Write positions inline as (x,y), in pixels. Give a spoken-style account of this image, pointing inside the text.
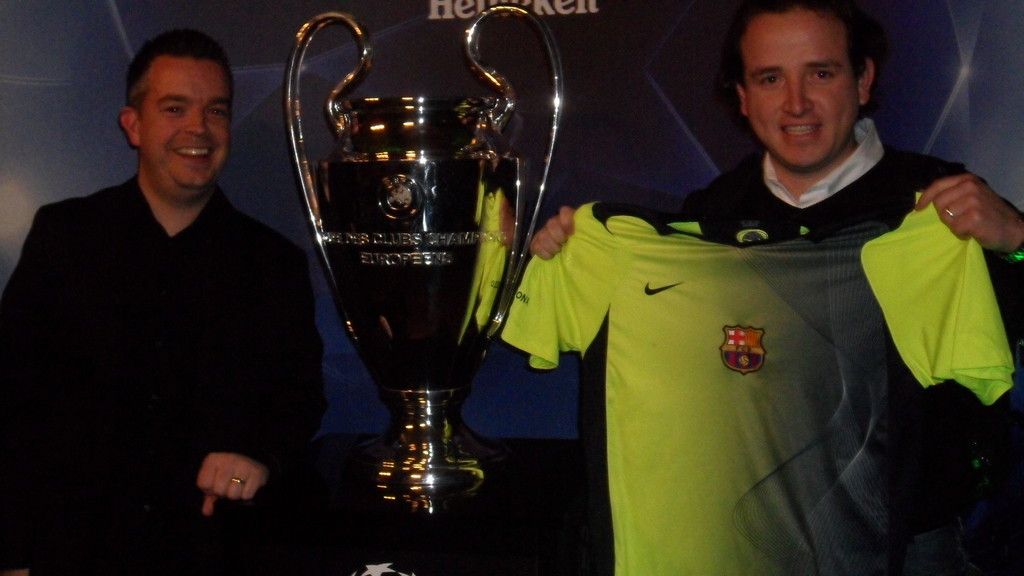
In this picture we can see a person (911,171) holding a shirt (964,353) in his hand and smiling. There is also another person (68,447) who is smiling. We can see a cup (472,181) on the table (468,514).
